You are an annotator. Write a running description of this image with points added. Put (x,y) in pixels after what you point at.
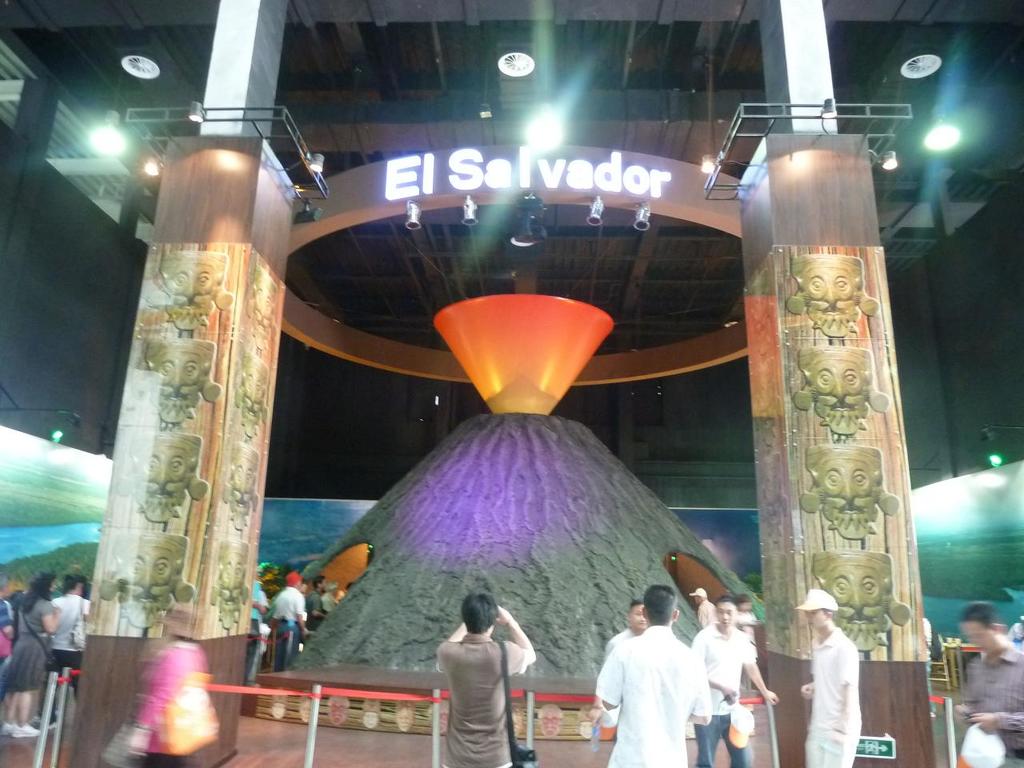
In the image there are people (647,708) standing inside the museum (128,613) with a hill (487,477) in the middle (543,495) and lights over the ceiling (453,134).
